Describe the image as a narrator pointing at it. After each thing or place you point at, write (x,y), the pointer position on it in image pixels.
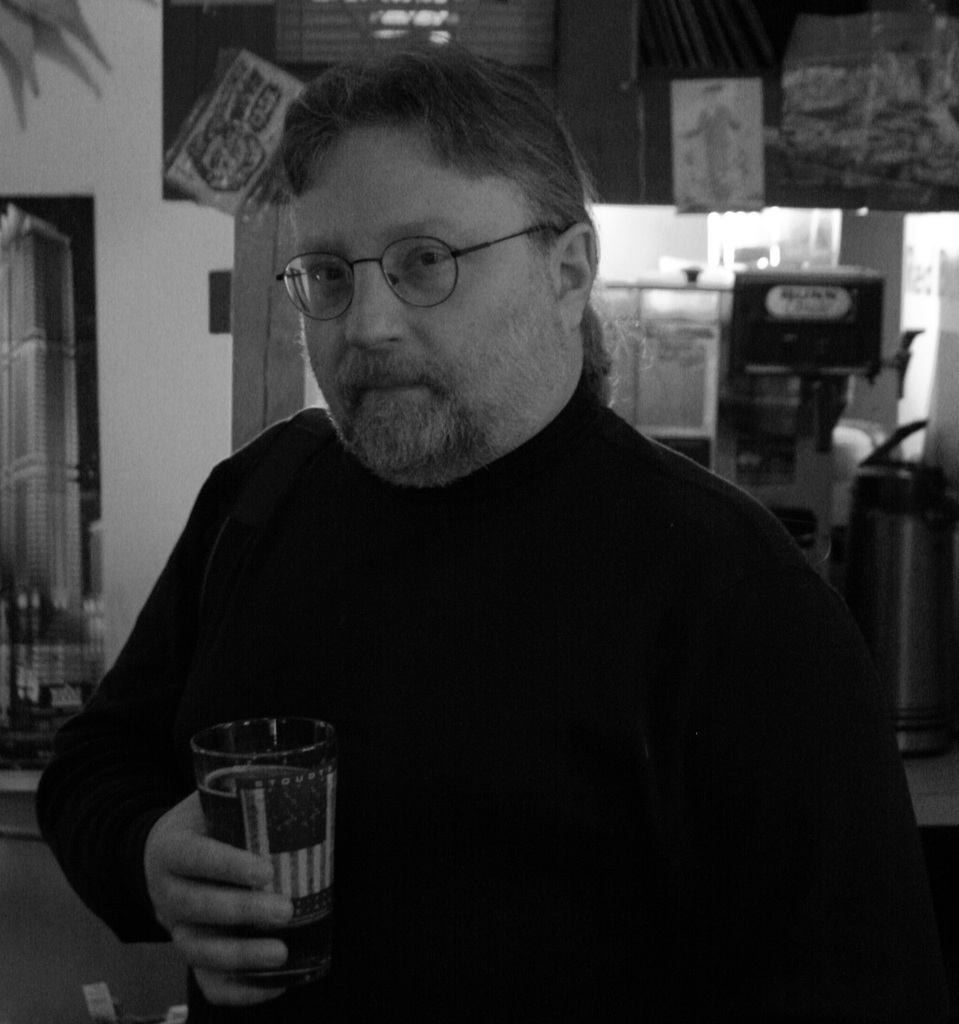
This is a black and white image where we can see a person (329,594) wearing dress (299,663) and spectacles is holding a glass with drink (316,936) in it. The background of the image (48,436) is slightly blurred, where we can see a few objects (739,376).
